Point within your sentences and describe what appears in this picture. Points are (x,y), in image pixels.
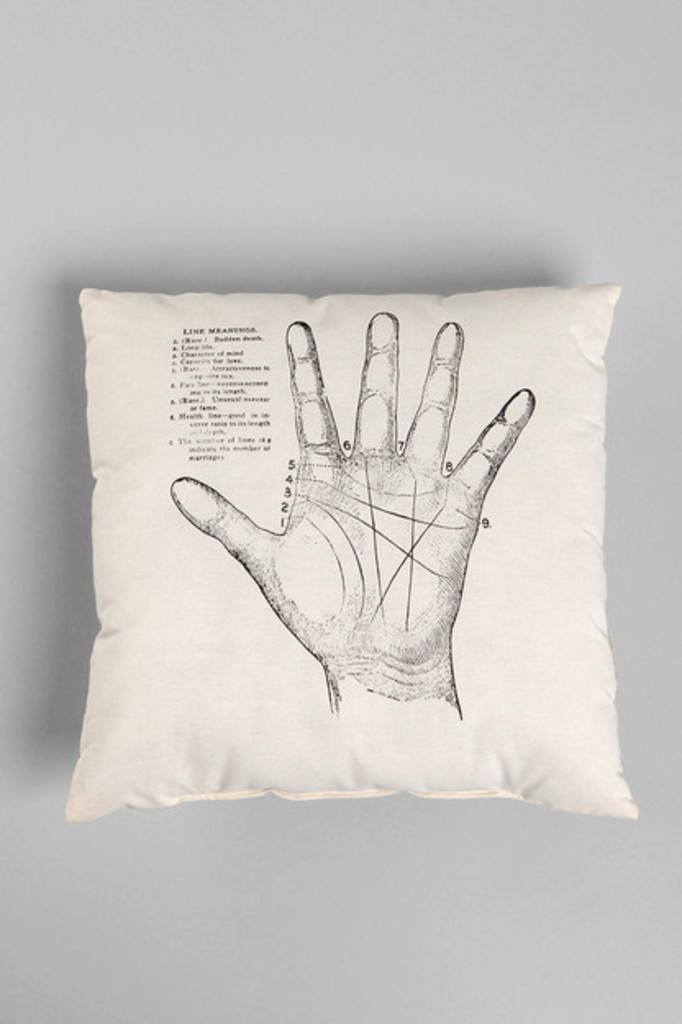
This picture shows a pillow (323,574) and we see a hand (400,464) and text (240,423) printed on it and we see a grey background (29,226). The pillow (259,475) is white in color.
